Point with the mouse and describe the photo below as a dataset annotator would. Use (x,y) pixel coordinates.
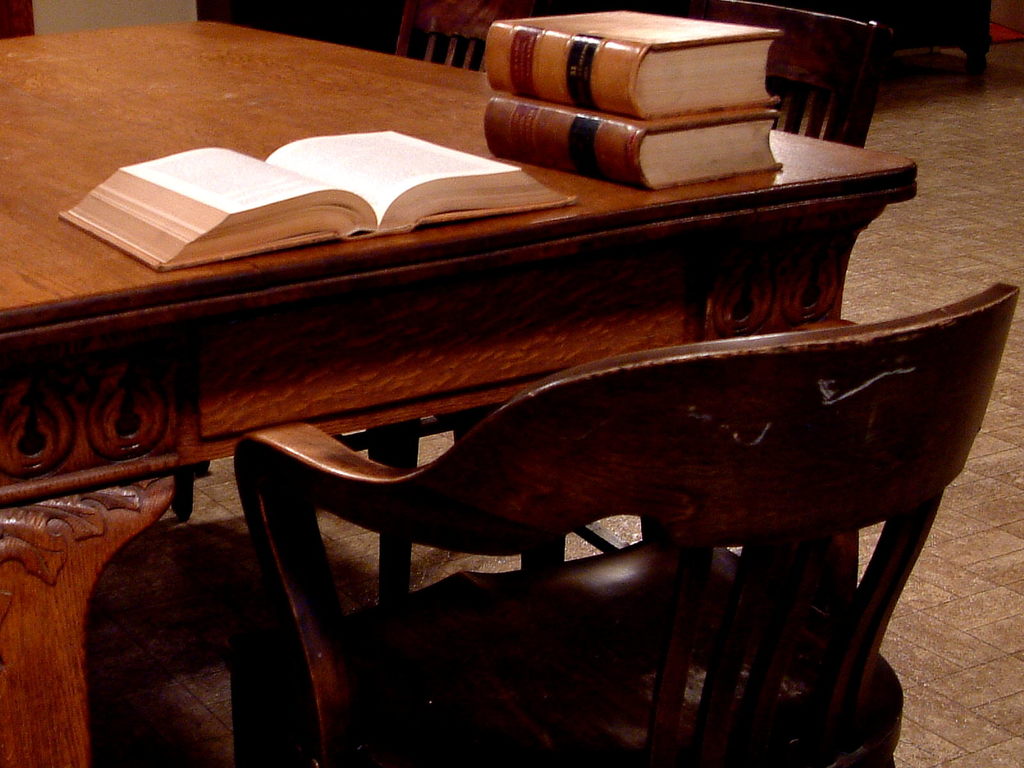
As we can see in the image there are chairs (906,395), table (413,105) and books (446,148) on table (421,137).
